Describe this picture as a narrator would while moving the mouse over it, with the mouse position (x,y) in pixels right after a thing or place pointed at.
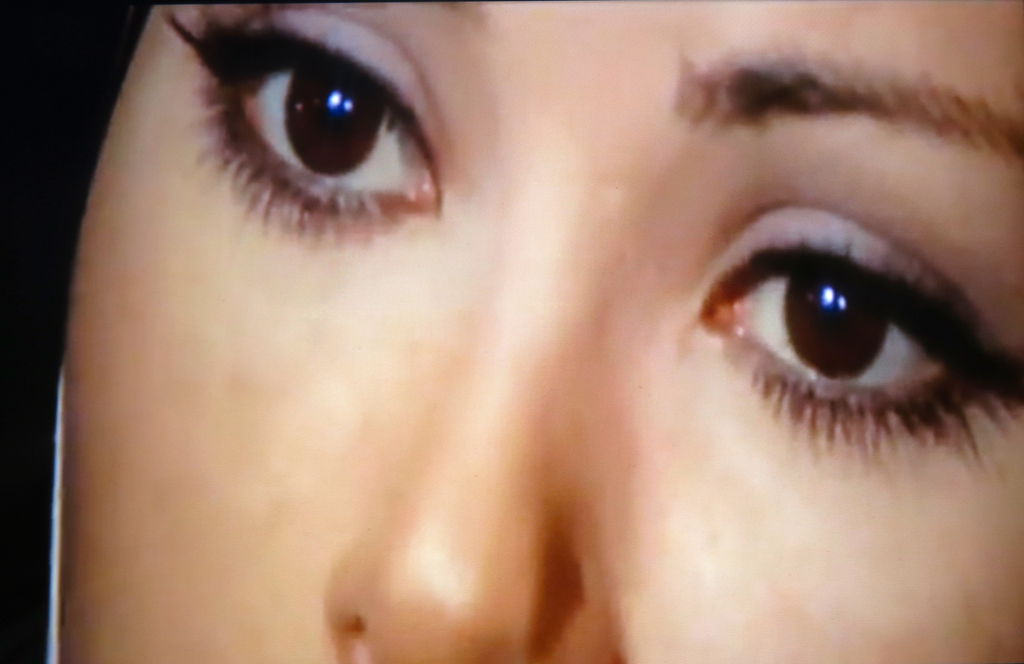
In this picture we can see a person face (466,286), eyes (966,373) and nose (509,545). On the left side (25,365), the image is dark.
